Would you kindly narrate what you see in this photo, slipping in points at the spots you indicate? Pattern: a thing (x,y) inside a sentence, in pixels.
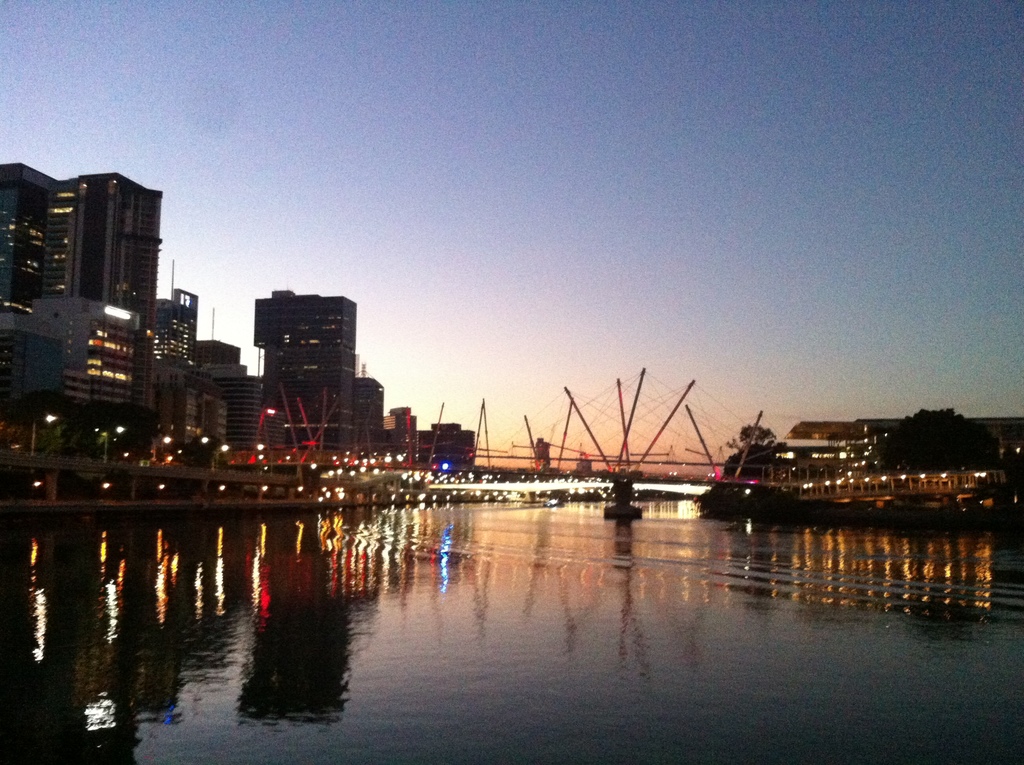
In this picture we can see water (265,626), buildings (142,386) and we can see sky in the background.
